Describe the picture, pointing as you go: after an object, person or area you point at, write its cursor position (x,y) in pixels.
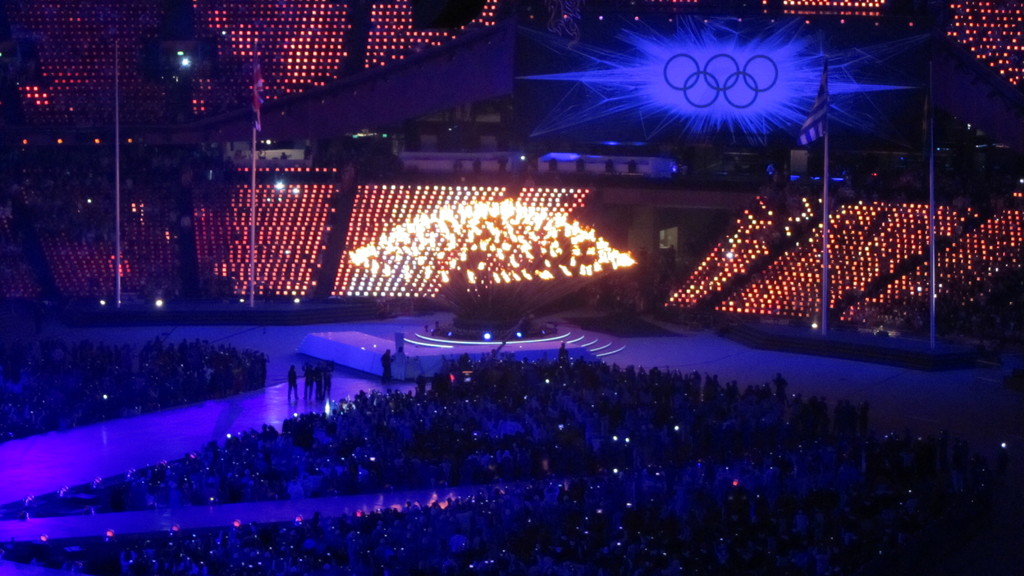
Here we can see crowd (887,477). There are poles (930,153), flags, and lights (902,285). In the background (836,88) there is a screen (806,98).
